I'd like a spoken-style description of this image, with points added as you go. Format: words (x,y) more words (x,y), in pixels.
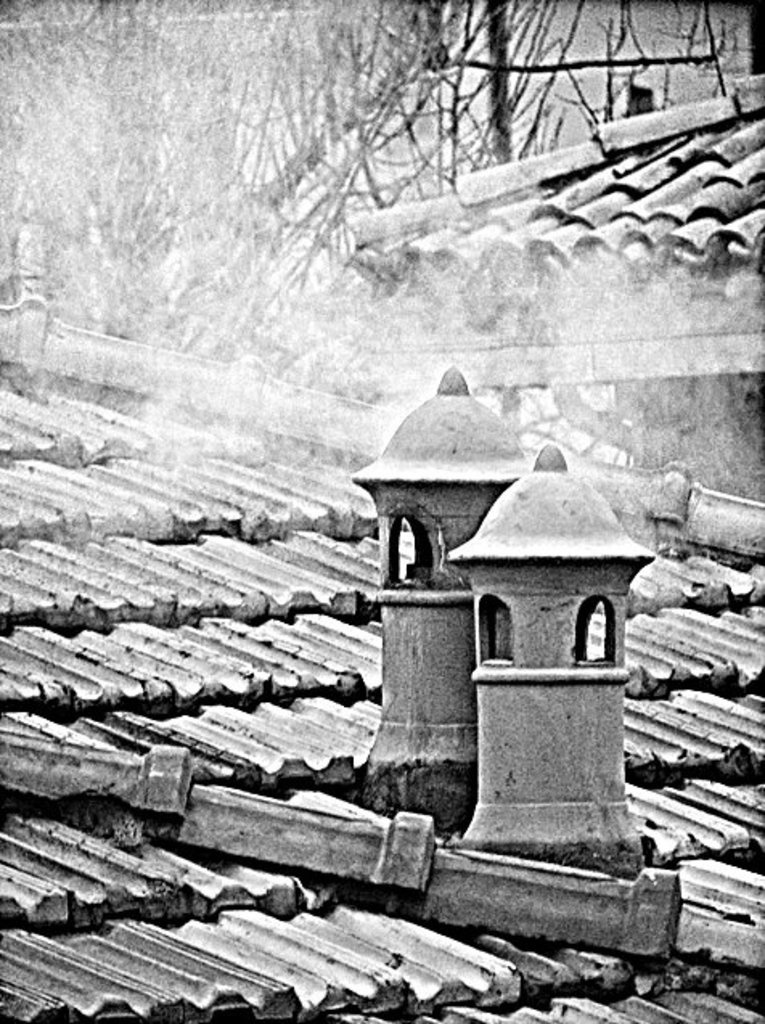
This is a black and white image, in this image there are roofs (174,411), in the background (204,198) there are trees (330,162).
